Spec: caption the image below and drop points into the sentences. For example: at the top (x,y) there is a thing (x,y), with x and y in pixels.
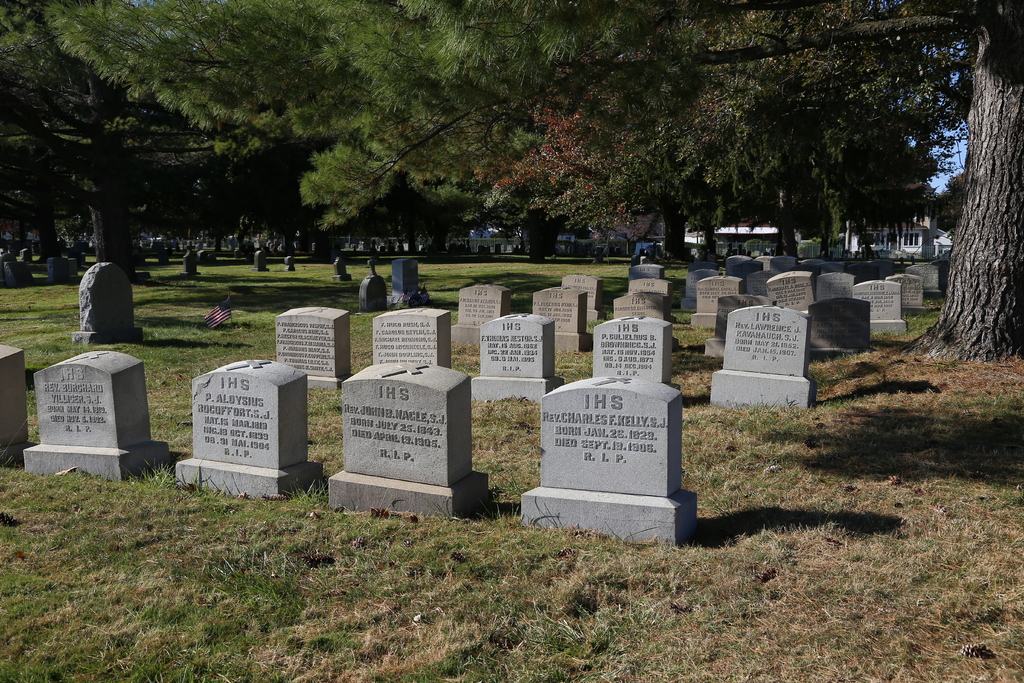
In the picture we can see a graveyard (505,659) with full of grave stones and far away from it we can see trees (646,182).
